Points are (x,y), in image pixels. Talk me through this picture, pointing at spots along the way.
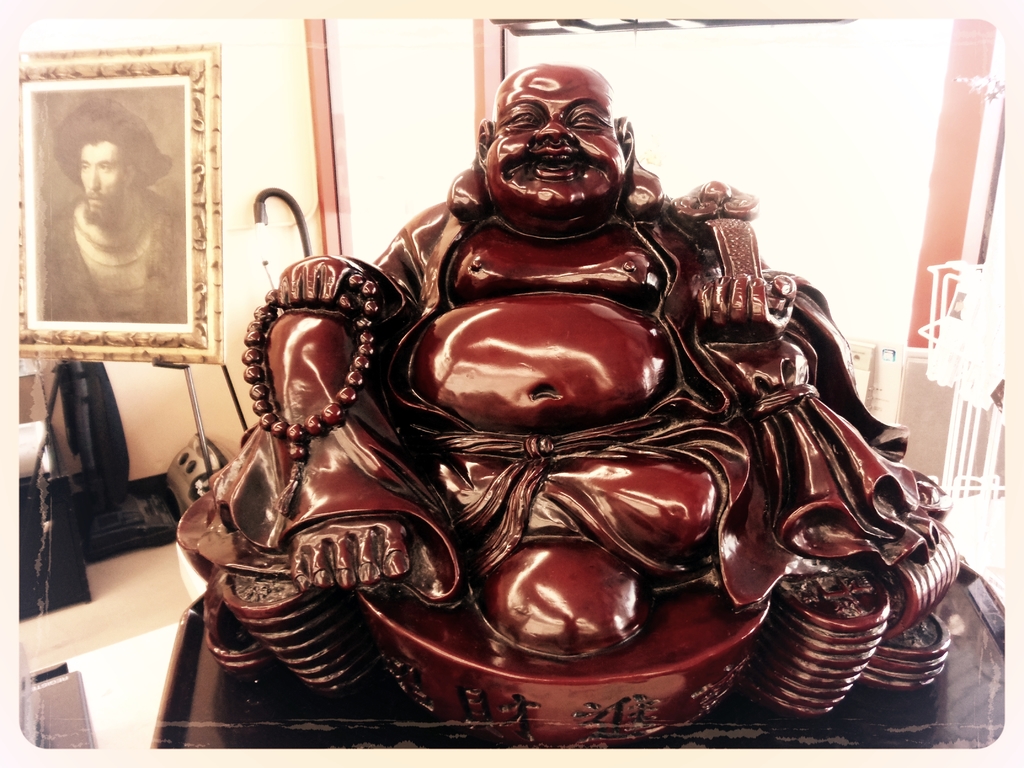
In this image, I can see the sculpture (531,659) of a laughing Buddha (657,596). This looks like a frame (171,219), which is placed on a stand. I think this is a machine (174,491), which is placed on the floor (60,628).
